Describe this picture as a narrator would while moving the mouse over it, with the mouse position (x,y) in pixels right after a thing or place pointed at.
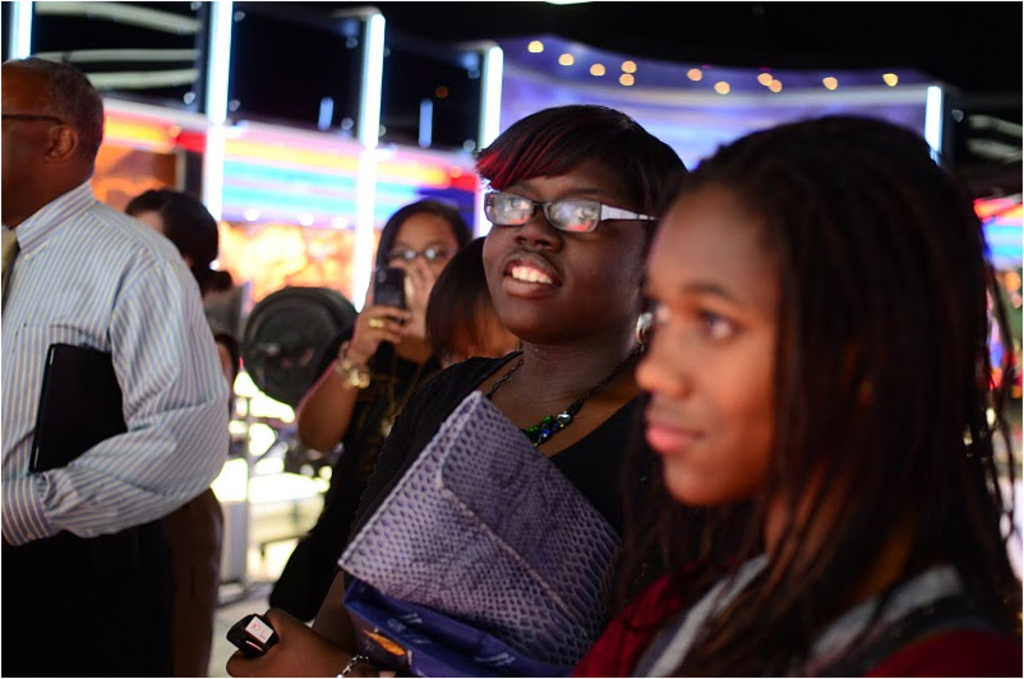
In this image there are five women (552,436) and man (147,345), in the background (276,178) there is a lighting (927,141).
